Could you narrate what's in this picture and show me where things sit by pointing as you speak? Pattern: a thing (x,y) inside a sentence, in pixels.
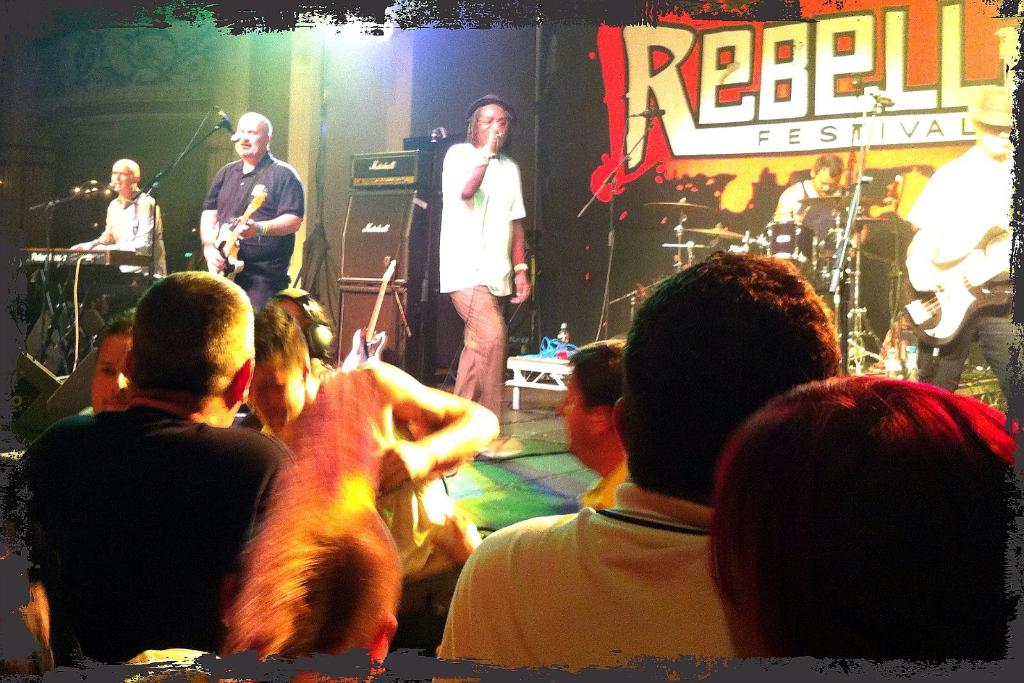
In the image we can see there are men (460,210) who are standing on the stage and playing a musical instruments (1004,275) and people (300,498) are looking at them.
